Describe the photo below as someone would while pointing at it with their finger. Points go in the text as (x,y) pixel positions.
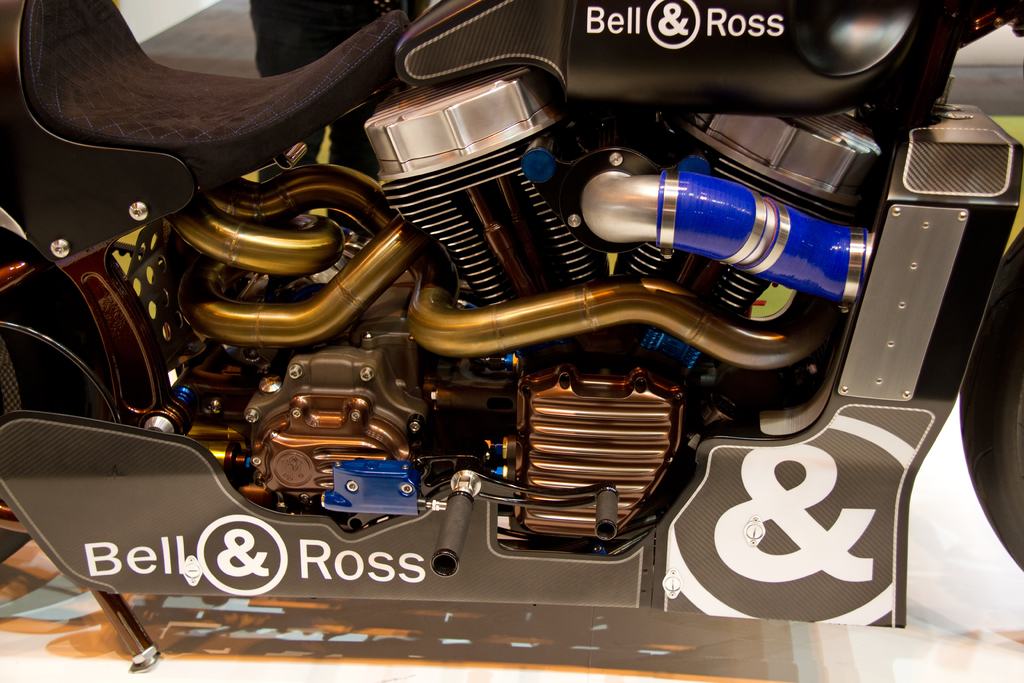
In this picture we can see engine (440,219) of a motorcycle (207,121).
